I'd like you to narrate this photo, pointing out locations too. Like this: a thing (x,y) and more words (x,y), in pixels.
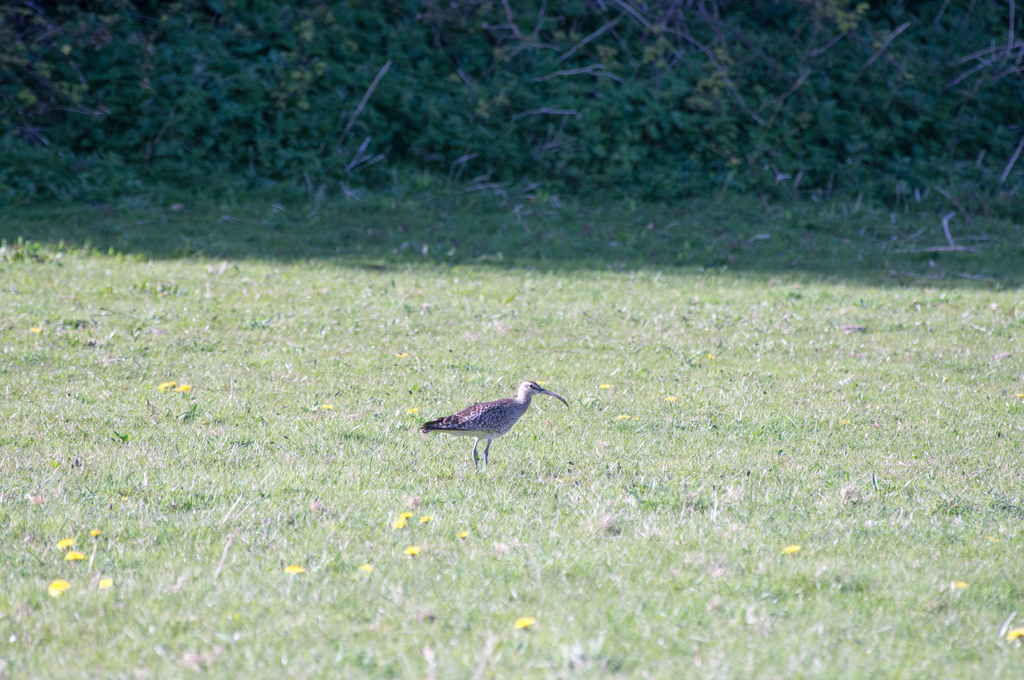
In the middle of the image (480,414) there is a bird (491,408). On the ground (390,588), I can see the grass (213,604) along with the flowers (397,523) which are in yellow color. In the background (445,92) there are some plants (209,95).
